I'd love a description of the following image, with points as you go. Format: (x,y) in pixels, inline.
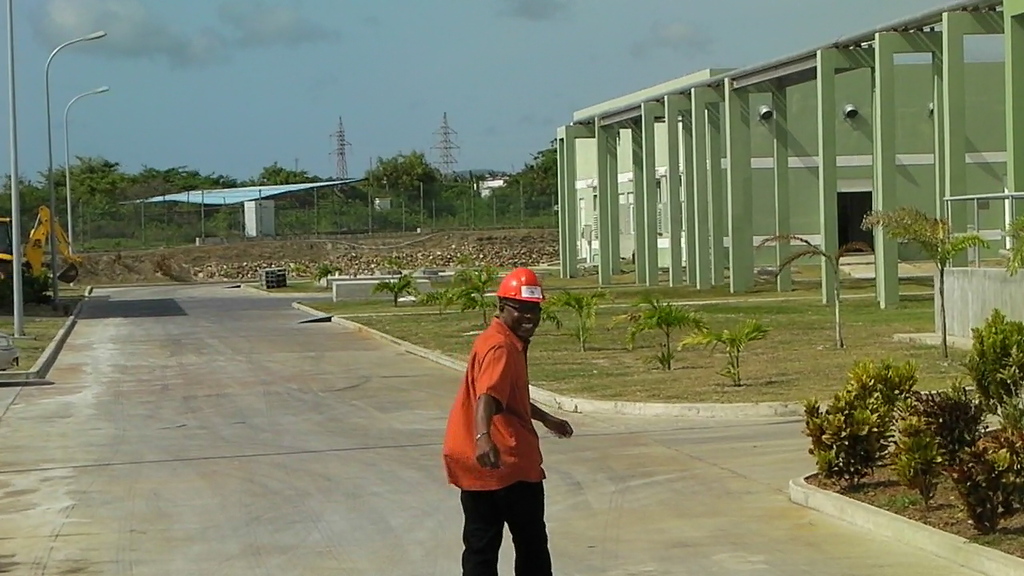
In this image I can see a person (483,400) wearing orange and black colored dress (496,395) and orange color helmet (530,292) is standing and smiling. I can see the road (282,344), few plants (590,319) which are green in color, few pillars (890,277) and a building (915,135) which is green and white in color. In the background (474,210) I can see the fencing (416,206), few trees (485,200), few street lights poles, a yellow colored vehicle (55,226) few towers (345,159) and the sky (499,151).
